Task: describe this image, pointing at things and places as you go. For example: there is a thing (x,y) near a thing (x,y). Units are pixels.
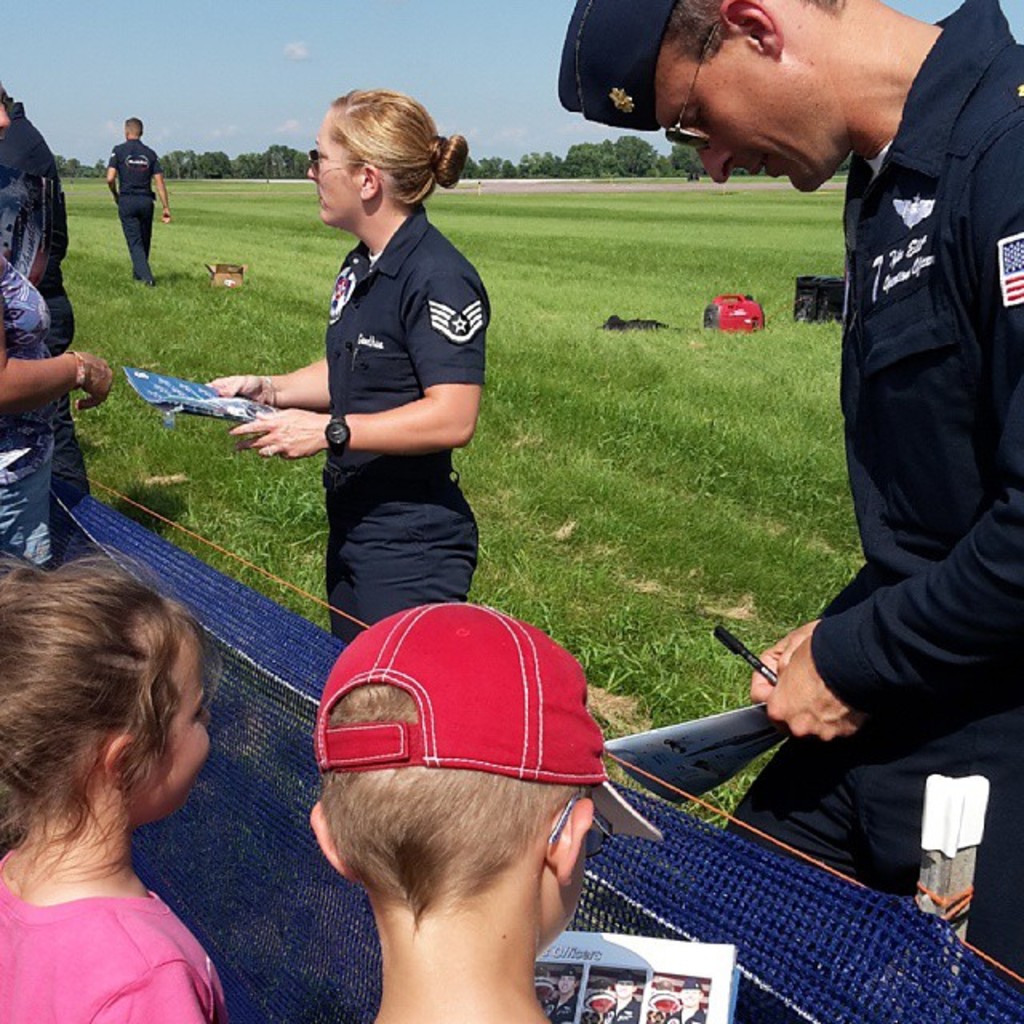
In this picture I can observe some people (36,168) standing on the ground (514,487). There are men (684,77), children (321,717) and a woman (337,299) in this picture. In the background (185,174) I can observe some trees (287,171) and sky (274,49).
